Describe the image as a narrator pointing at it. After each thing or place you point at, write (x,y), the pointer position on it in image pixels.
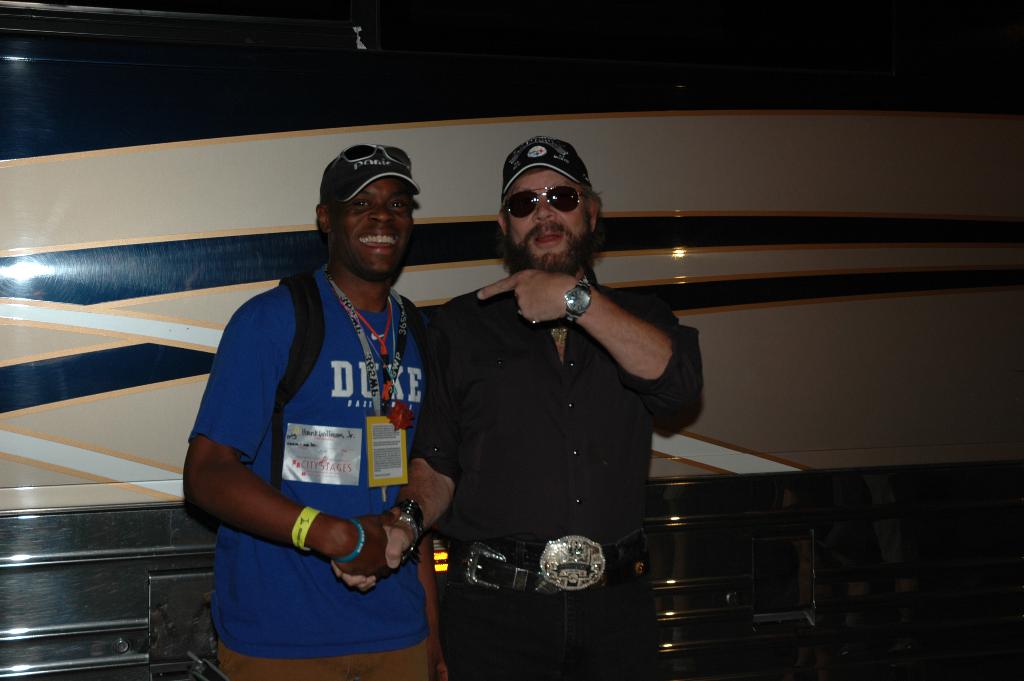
In this image I can see two people (334,385) are wearing the blue and black color dresses (572,392) and also caps (342,182). And these people (411,190) are wearing the goggles (537,194). In the back (145,265) I can see the bus (431,242).
